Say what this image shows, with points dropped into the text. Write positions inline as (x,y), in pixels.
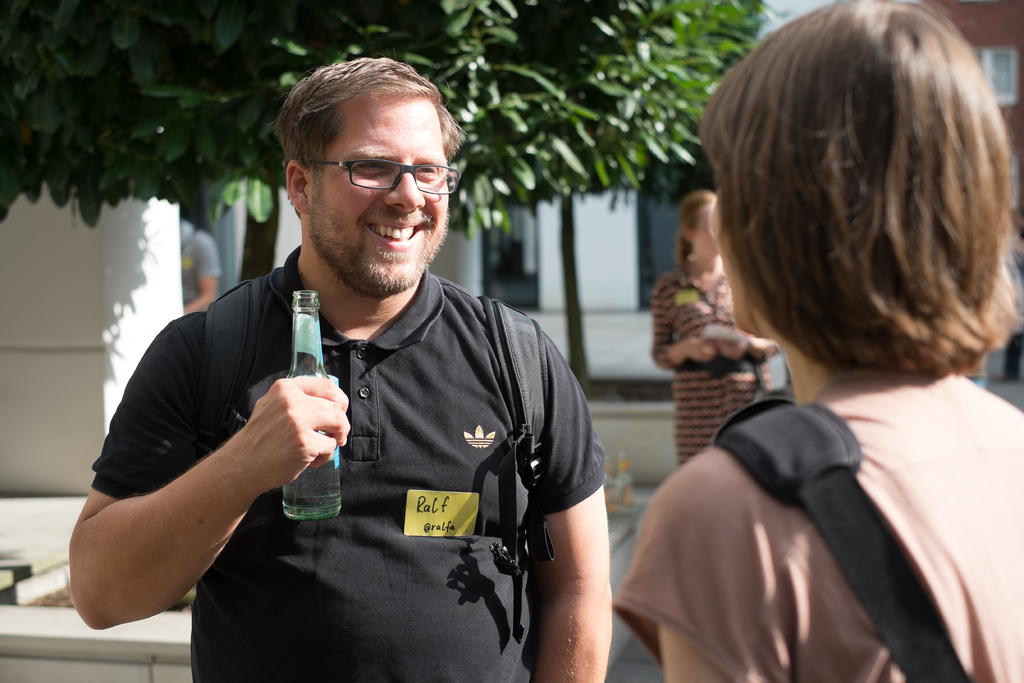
On the left side (339,230), there is a person (453,316) in black color T-shirt (402,415), holding a bottle (294,487) with a hand (295,464), smiling and standing. On the right side (980,430), there is a woman (937,303) in a brown color T-shirt (900,481), standing. In the background (681,193), there is a tree (158,34) having green color leaves (689,48), there are persons (685,233) and there are buildings (925,1).
